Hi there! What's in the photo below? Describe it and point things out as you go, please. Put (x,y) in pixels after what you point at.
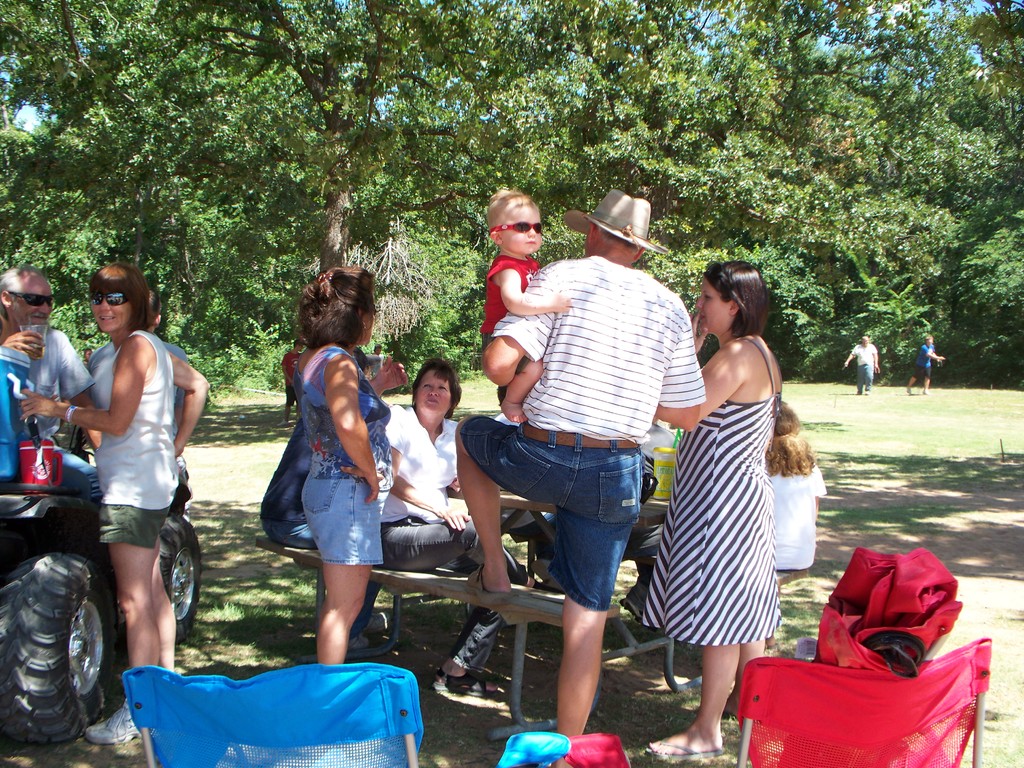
In this picture we can observe some people (368,508) standing and some of them are sitting on the bench (426,580). There are men (622,464) and women (415,468). We can observe blue and red color chairs (404,717). In the background (1011,195) there are trees (433,160).
